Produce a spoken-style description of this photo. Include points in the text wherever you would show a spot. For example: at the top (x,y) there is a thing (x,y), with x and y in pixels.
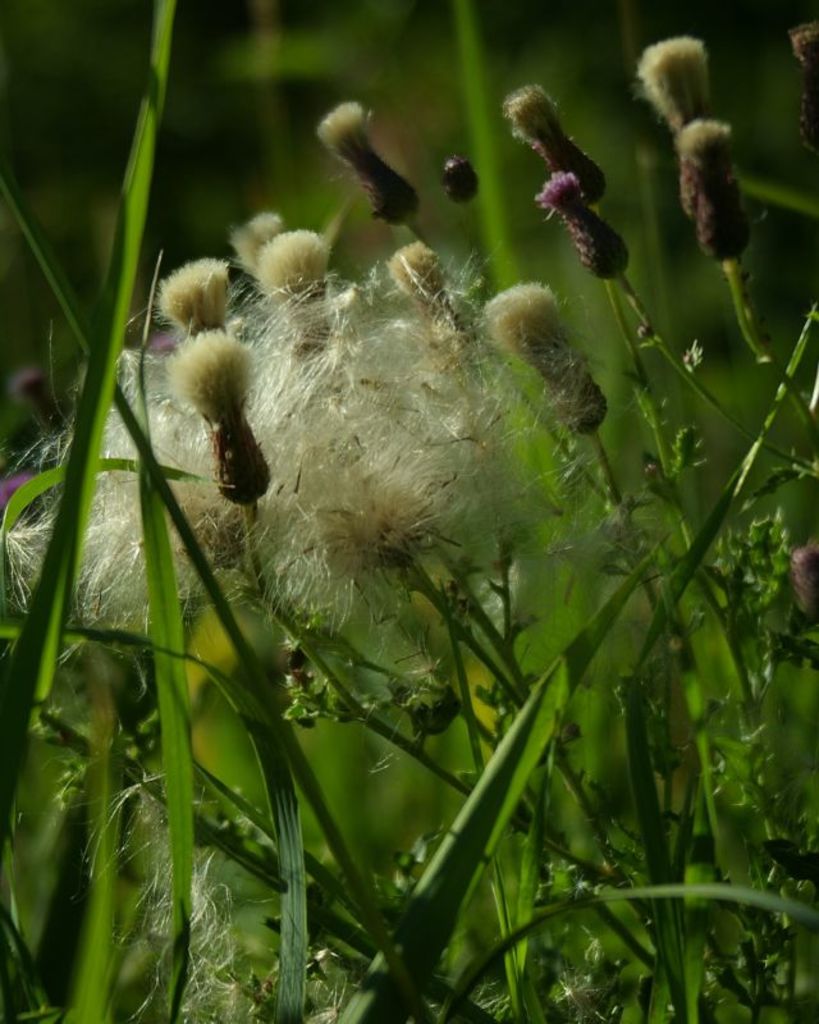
In this image I can see grass (593,757) and plants (395,526). This image is taken during a day may be in a farm (395,715).
